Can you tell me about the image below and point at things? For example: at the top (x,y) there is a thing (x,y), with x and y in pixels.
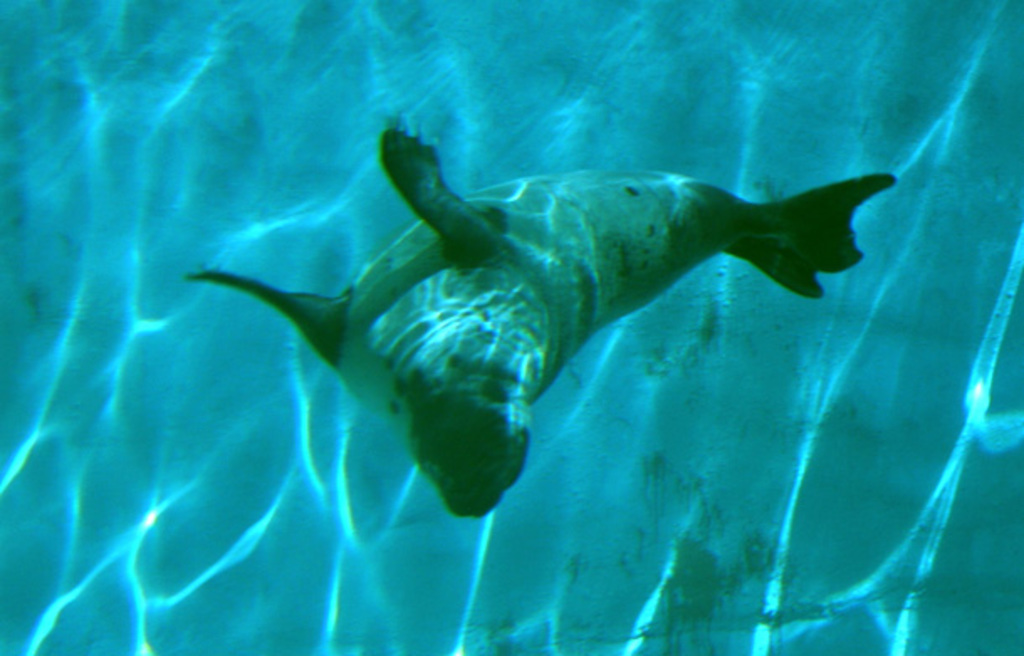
In this image there is a seal (625,208) in the water (379,51).
